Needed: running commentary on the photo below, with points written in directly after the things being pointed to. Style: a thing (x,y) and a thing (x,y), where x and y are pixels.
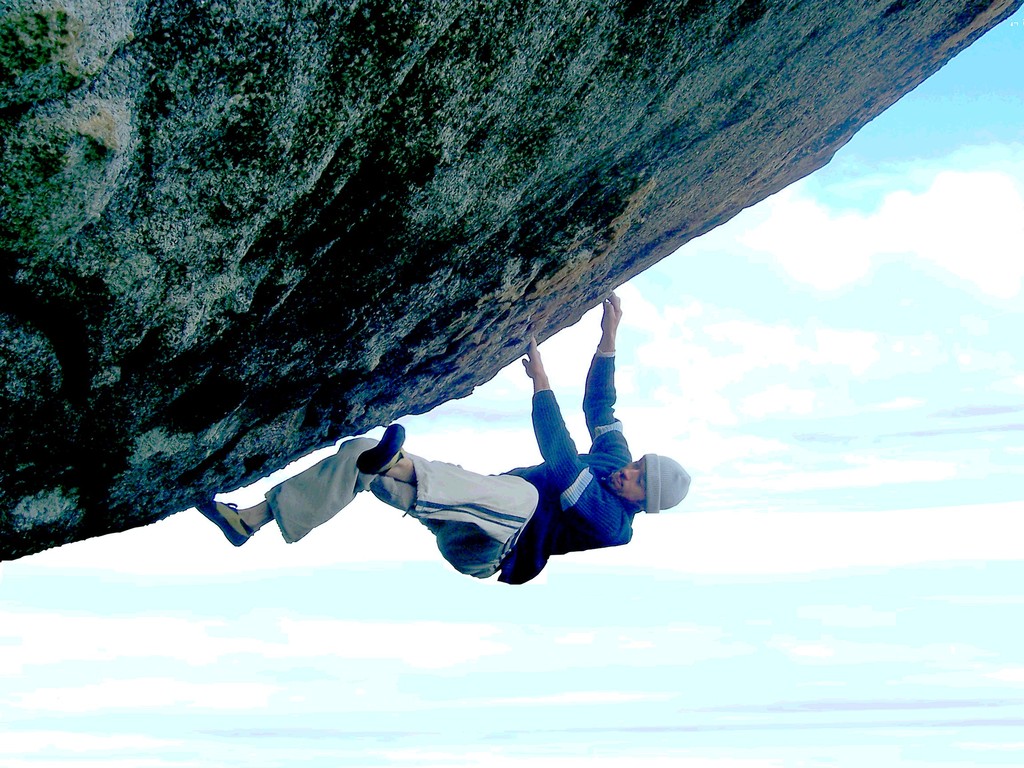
At the top of the image (85,32) we can see a rock (560,278). In the middle of the image (677,485) a person (626,512) is climbing a rock (787,172). At the bottom of the image (114,536) there are some clouds (114,536) in the sky (114,536).
